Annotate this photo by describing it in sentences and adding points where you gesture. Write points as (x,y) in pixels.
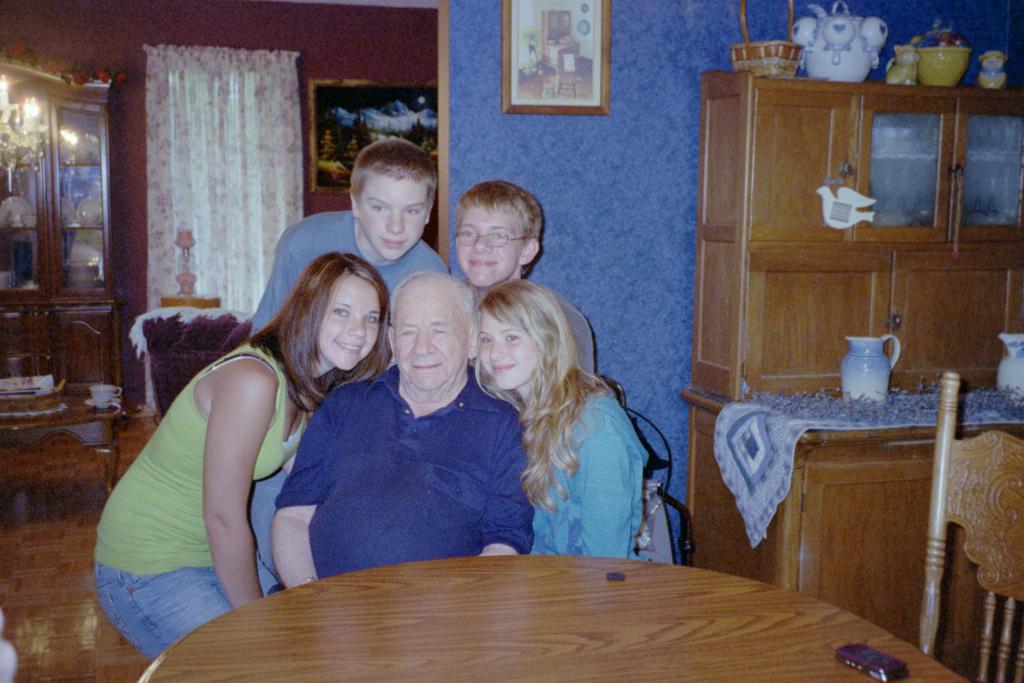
In the center (382,230) we can see group of persons (250,364) were posing near the table (416,579) and they were smiling. In the background (728,116) there is a wall (363,24), curtain (223,130), photo frame (367,133), cupboard (745,339), pot (861,351), cloth (737,447) and flower (122,72).
